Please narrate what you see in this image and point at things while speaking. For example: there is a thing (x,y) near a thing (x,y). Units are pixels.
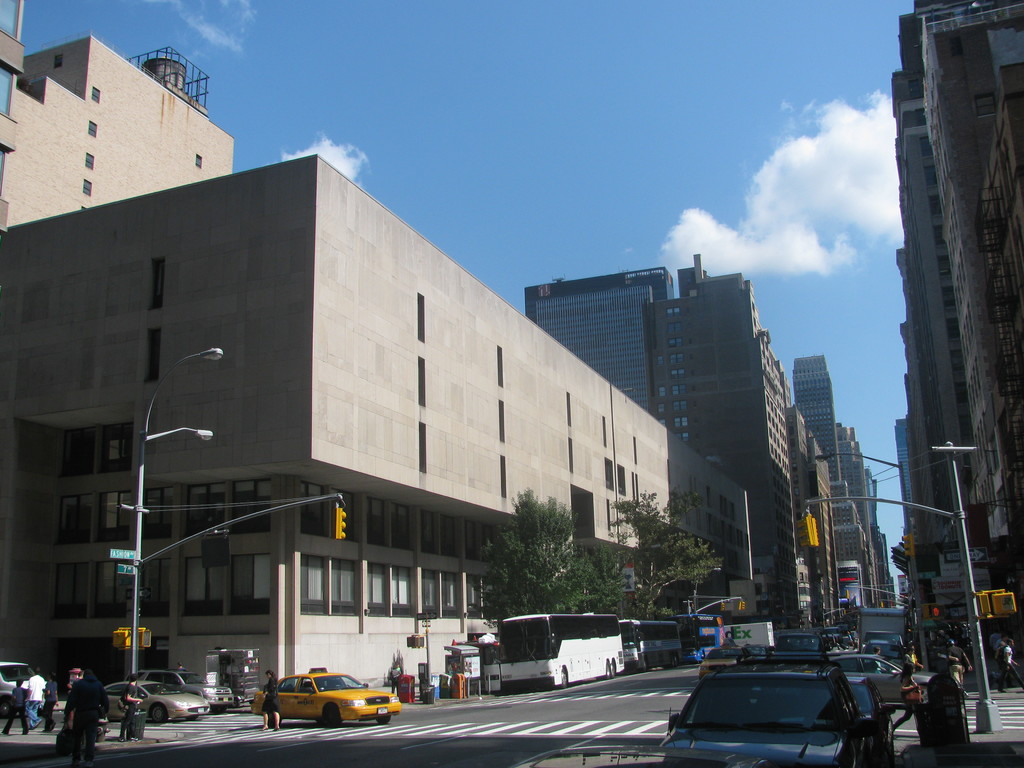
There is a road (497,708). On the road (307,730) there is a zebra crossing (245,732). There are buses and other vehicles (714,709) on the road (674,677). There are many people (96,696). On the sides of the road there are street light poles (979,616). In the back (535,435) there are buildings (664,398), trees (691,552) and sky (696,143) with clouds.
